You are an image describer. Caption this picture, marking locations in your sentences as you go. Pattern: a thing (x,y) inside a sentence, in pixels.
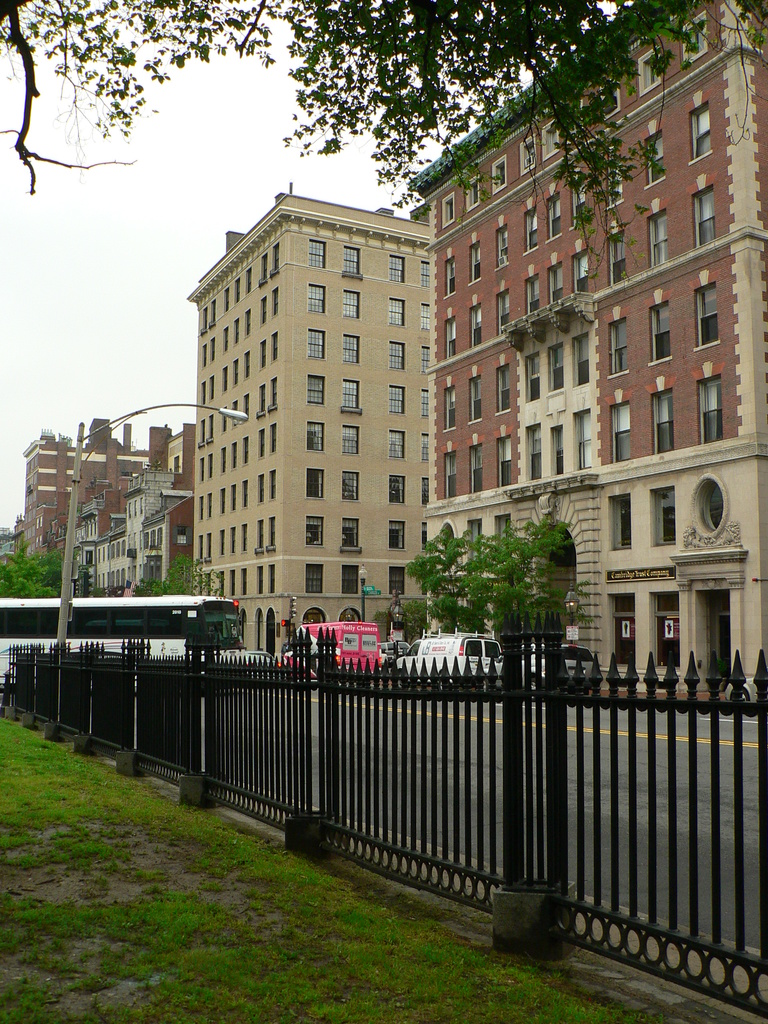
In this image I can see at the bottom (529,691) it looks like a metal fence (468,775). On the left side (100,618) a vehicle (3,655) is moving on the road (305,693), at the back side (196,562) there are trees (37,573), on the right side (607,400) there are buildings (471,447). At the top (206,156) it is the sky (225,170).
